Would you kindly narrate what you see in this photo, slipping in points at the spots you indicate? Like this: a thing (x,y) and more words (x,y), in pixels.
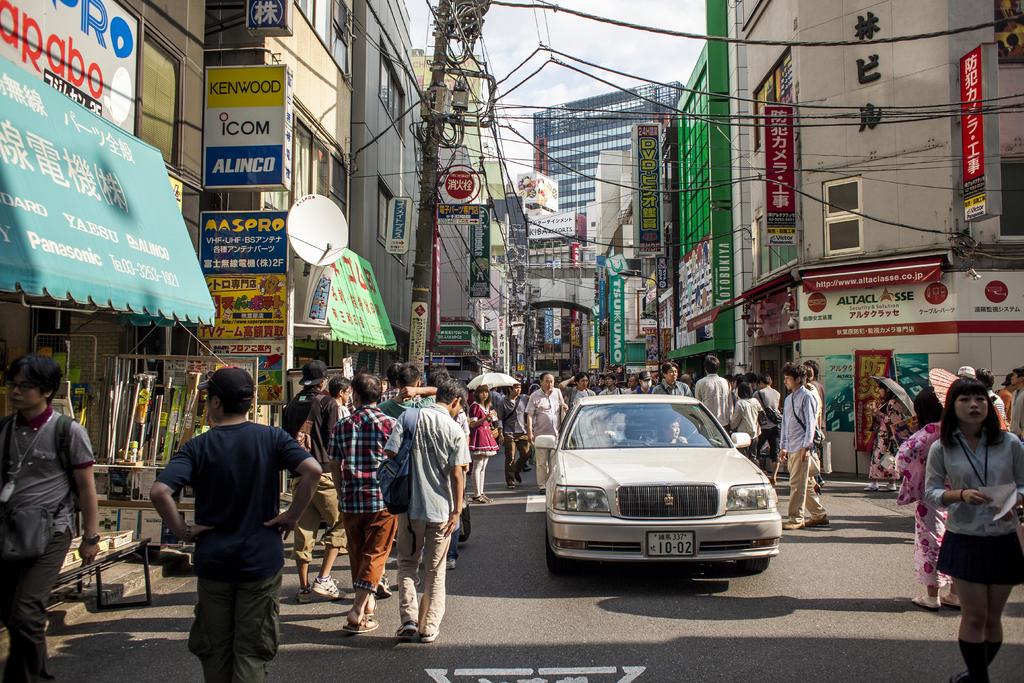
In the middle of the image (581,405) there is a car (569,557). There are two persons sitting inside the car (664,476). A woman (480,446) is standing and holding an umbrella (502,376). At the right side (985,395) there is a woman (963,638) walking is wearing a shirt (955,471). At the left side (39,642) there is a man (11,507) walking. There are group of people (327,449) on the road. At the background (1012,337) there are buildings (803,232). At the top (535,48) there is sky (569,80). There is a pole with the wires (709,118).
